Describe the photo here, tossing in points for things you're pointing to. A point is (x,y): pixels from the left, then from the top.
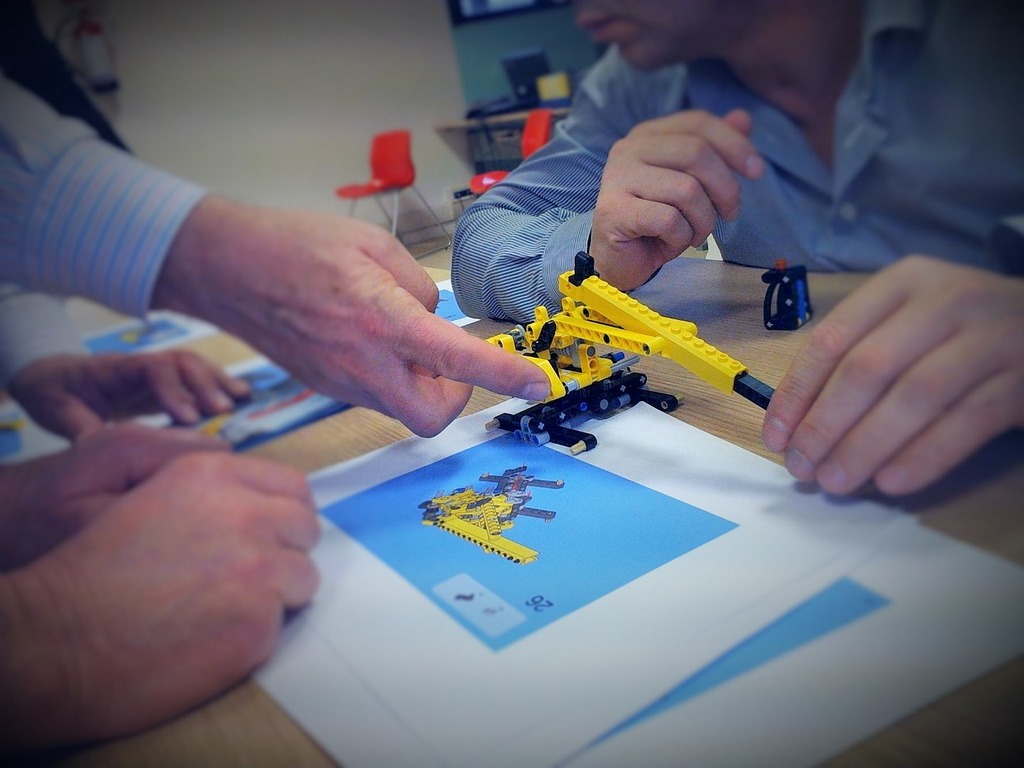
In this image we can see persons (38,649) around the table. On the table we can see legos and papers (513,675). In the background (370,187) we can see chairs (378,165), table (459,128), computer (506,101) and wall (331,101).
